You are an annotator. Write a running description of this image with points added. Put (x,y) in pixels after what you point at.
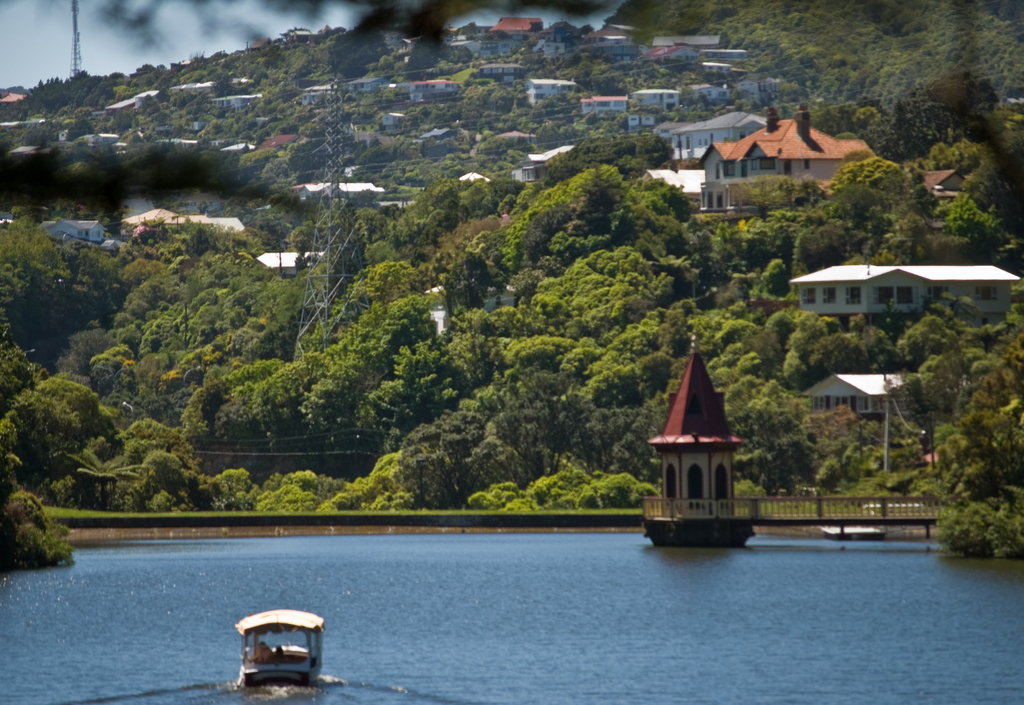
This is water (586,665) and there is a boat (265,628). Here we can see plants (413,485), trees (478,481), towers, poles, and houses (1005,294). This is sky (134,31).
